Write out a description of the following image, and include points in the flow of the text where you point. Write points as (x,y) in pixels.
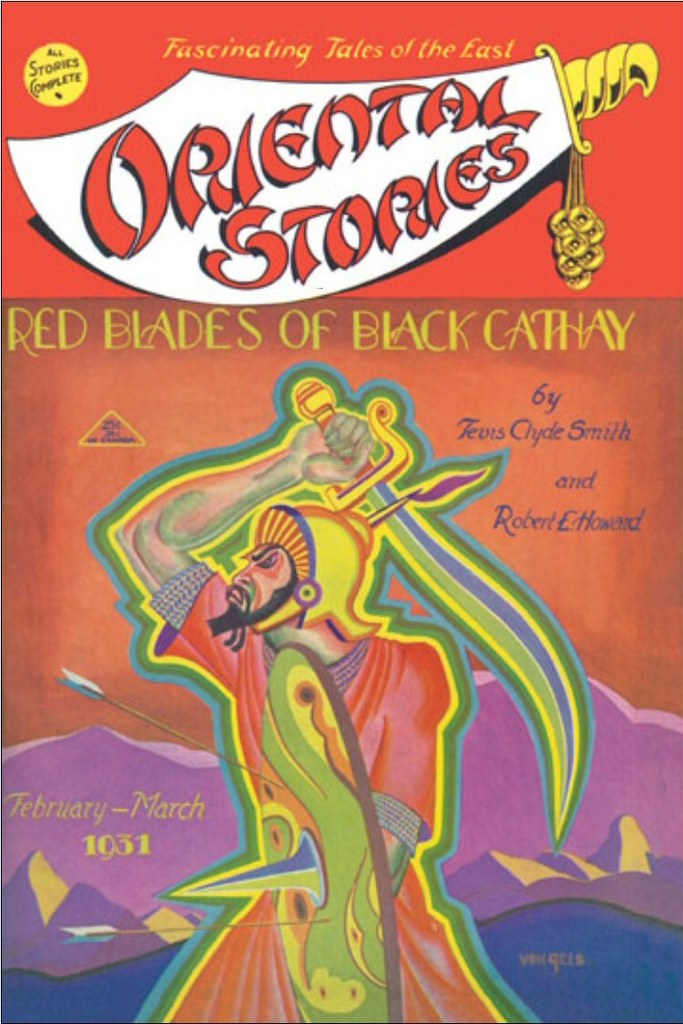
In this picture, we see the poster (193,712) of the man (253,662) holding a sword (334,492). We even see some text (320,220) written on the poster (305,374). This poster (451,188) is in red, brown, pink and white color.
